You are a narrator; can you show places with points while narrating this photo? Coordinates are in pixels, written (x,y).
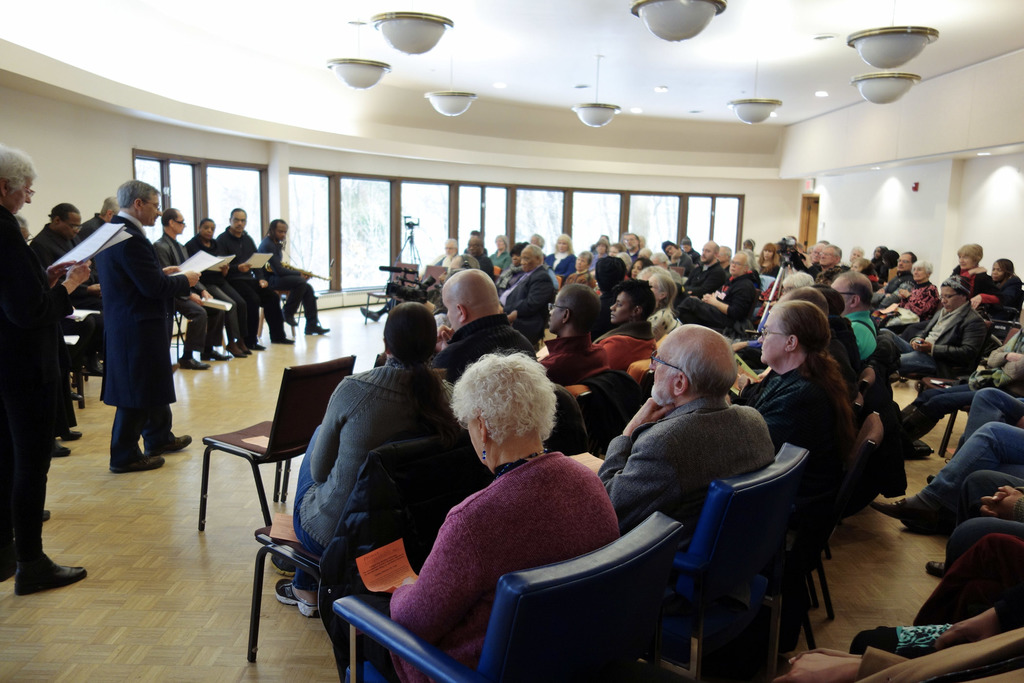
There are groups of people (664,445) sitting on the chairs (366,306) and few people (163,376) standing. These are the glass doors (385,215). I can see the lamps (417,39), which are hanging to the ceiling (610,44). This looks like a tripod stand (400,262). I think this is a video recorder (411,295). This is an empty chair (243,433). This is the floor (207,403).
